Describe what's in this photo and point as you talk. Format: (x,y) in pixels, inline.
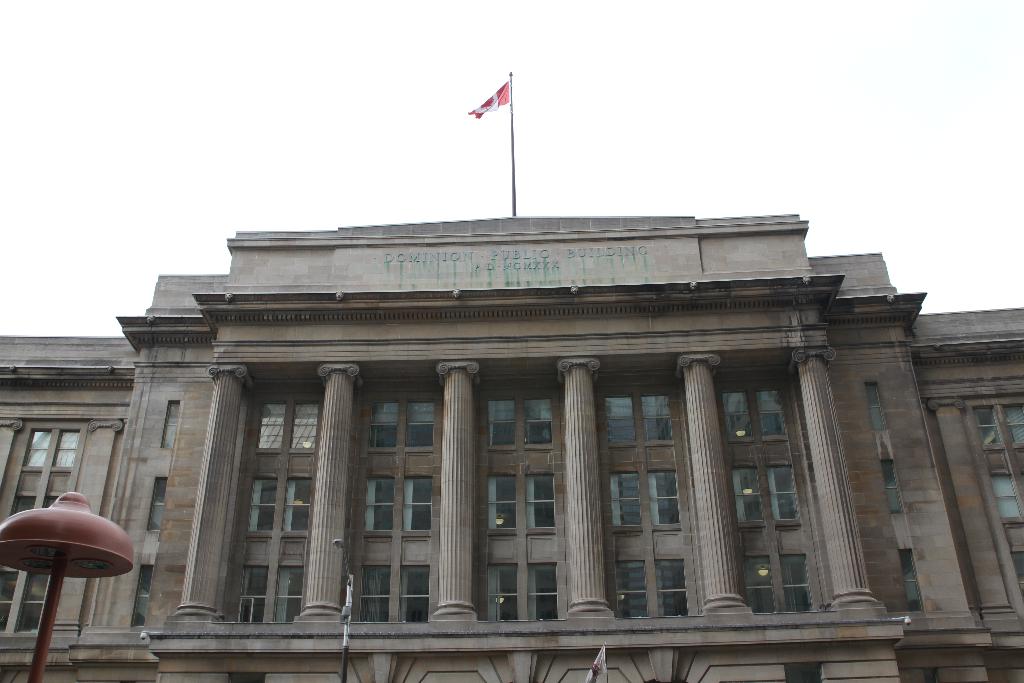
In this image I can see a building (531,518) along with the pillars (457,421) and windows (496,499). In the bottom left-hand corner (72,533) there is a pole (86,542). At the top of this building (456,234) there is a flag (500,100) and some text (501,271). At the top of the image (598,71) I can see the sky (664,46).
